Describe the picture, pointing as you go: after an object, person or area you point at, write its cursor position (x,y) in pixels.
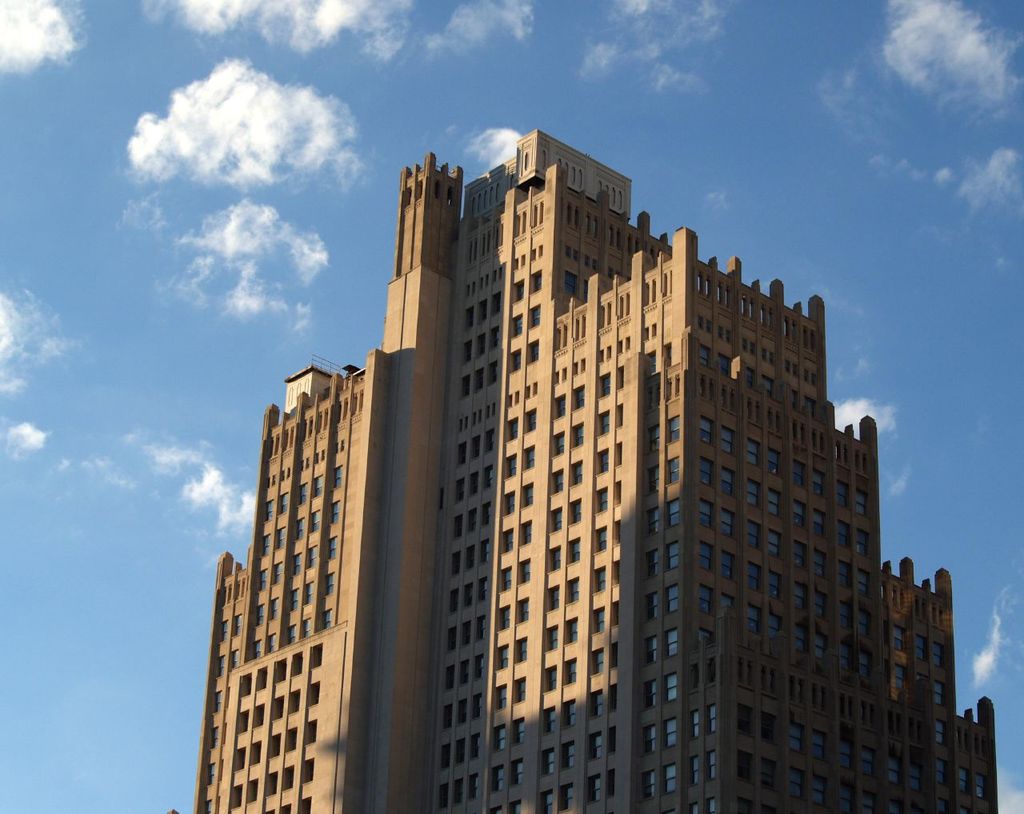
In this image we can see a building (368,451) with a group of windows (670,604). In the background (938,197), we can see the cloudy sky (220,191).
